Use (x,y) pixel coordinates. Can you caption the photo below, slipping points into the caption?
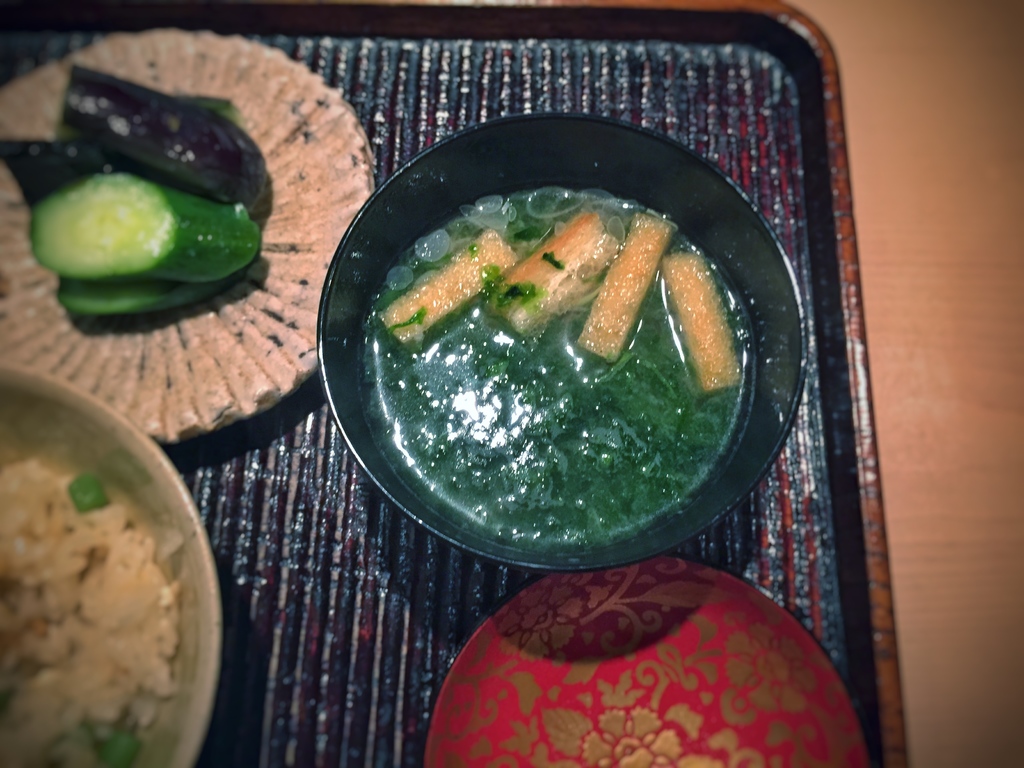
In this image I can see a cream colored surface (984,343) and on it I can see a black colored tray (730,95) and on the tray (713,49) I can see a black colored bowl (717,168) in which I can see green colored liquid (647,398) and few brown colored objects (601,245). I can see a red and gold colored plate (560,668), a bowl (216,648) with rice (103,606) in it and a plate (215,356) with green colored food item (159,224) in it.
